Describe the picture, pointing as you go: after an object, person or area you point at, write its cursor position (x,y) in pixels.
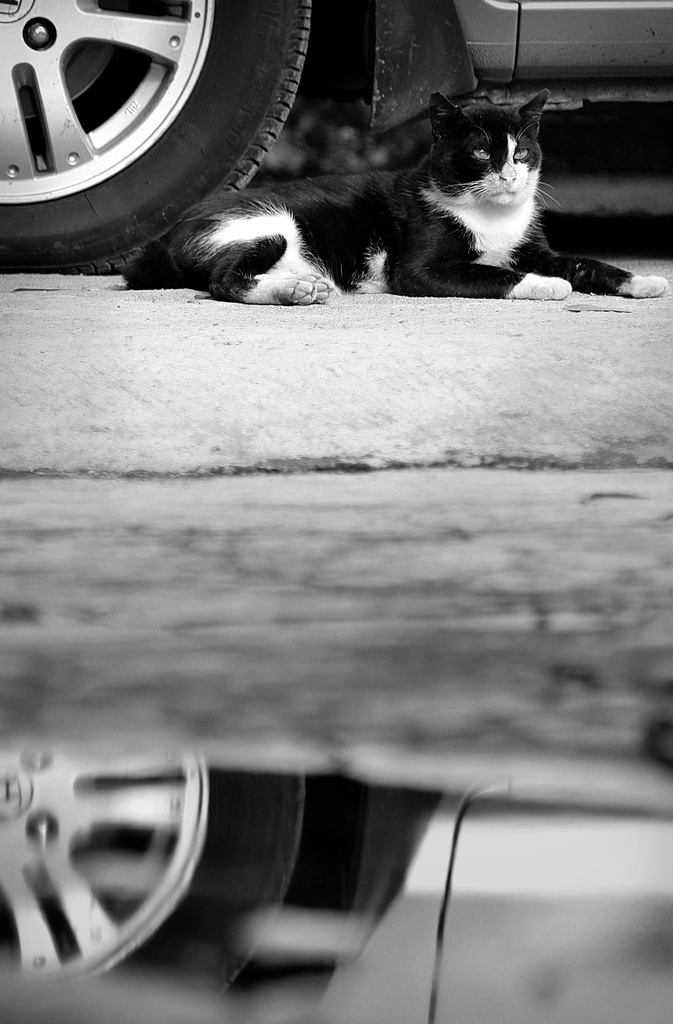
In this picture we can see a cat (400,231) is laying on the ground (344,294) beside to the wheel (203,138).
